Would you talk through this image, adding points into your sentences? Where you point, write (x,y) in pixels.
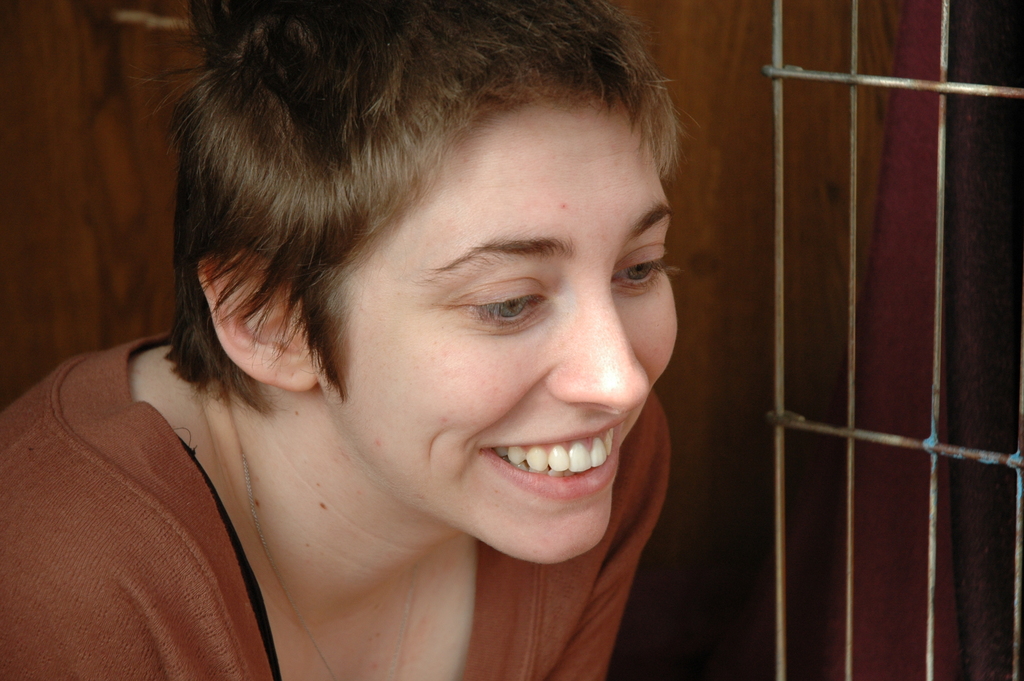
In this image we can see a woman (509,433). She is smiling and she is wearing brown color t-shirt (156,597).
